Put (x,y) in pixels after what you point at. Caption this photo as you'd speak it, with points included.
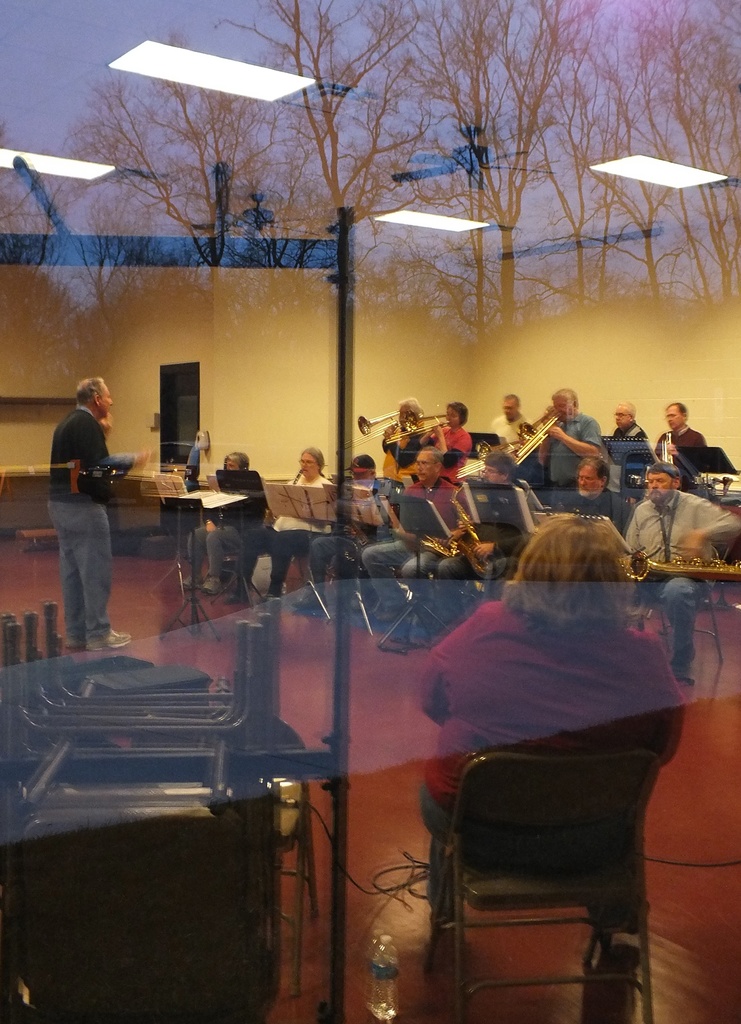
There are some musicians (675,426) playing a trumpet (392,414) in the background (572,449). There are some musicians (648,514) playing in front of music stands (331,500). One of the guy (67,500) who is standing is conducting a music here. In the background (130,360) there is a wall (488,352) and some trees (200,158) were seen through the reflection (312,166) in the glass (292,131).
